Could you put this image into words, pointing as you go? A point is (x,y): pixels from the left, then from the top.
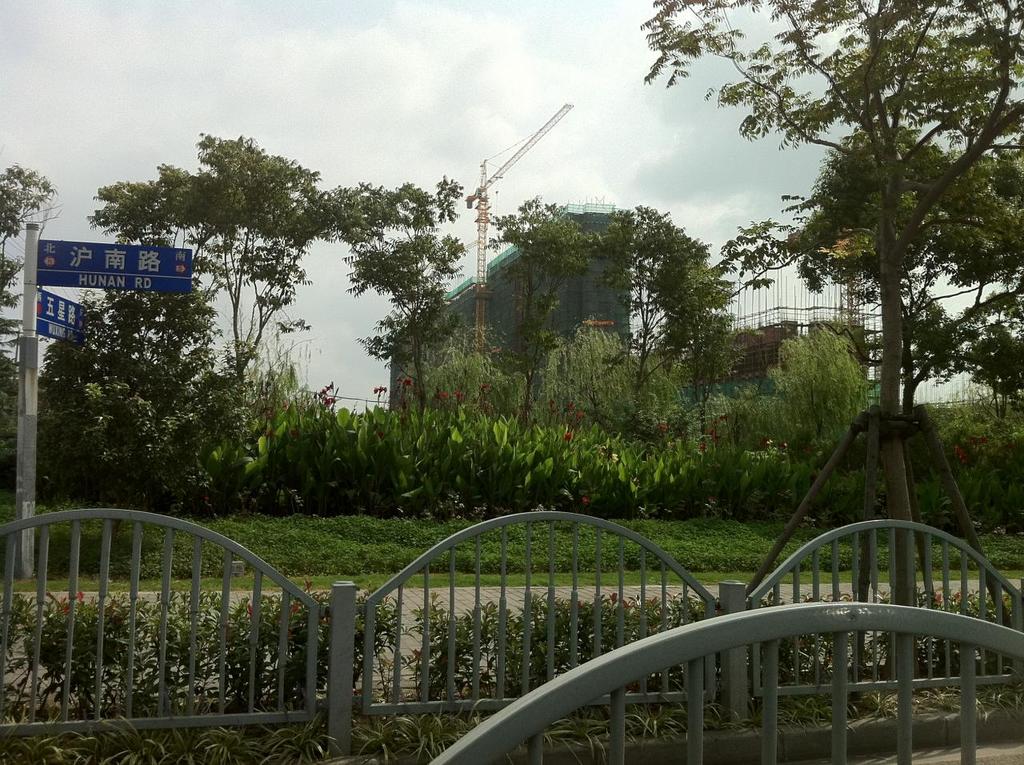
In this image we can see buildings (628,285), construction cranes (484,334), fences (103,613), plants (170,616), shrubs (87,628), bushes (368,496), trees (724,261), sign boards (44,264) and sky (781,224) with clouds (648,160).
